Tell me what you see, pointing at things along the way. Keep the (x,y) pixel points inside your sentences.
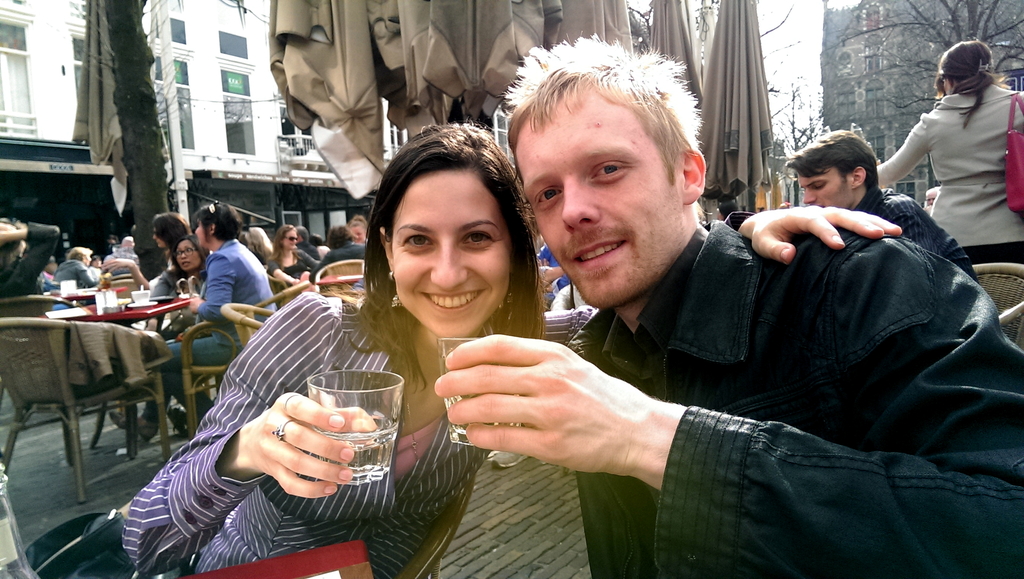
This is a picture taken a outside city in a street (137,483) of a food court (510,524). In the foreground of the picture (189,547) there are two persons (639,304) holding glasses (392,410) a man (446,387) and a woman (352,359). In the background (249,244) there are many people (939,124) seated in chairs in front of the tables (149,312). In the center of the background (541,20) are closed umbrellas (376,38). on the left (155,57) there is a building (193,55). On the right (901,39) there are trees (933,25) and buildings (861,86).
